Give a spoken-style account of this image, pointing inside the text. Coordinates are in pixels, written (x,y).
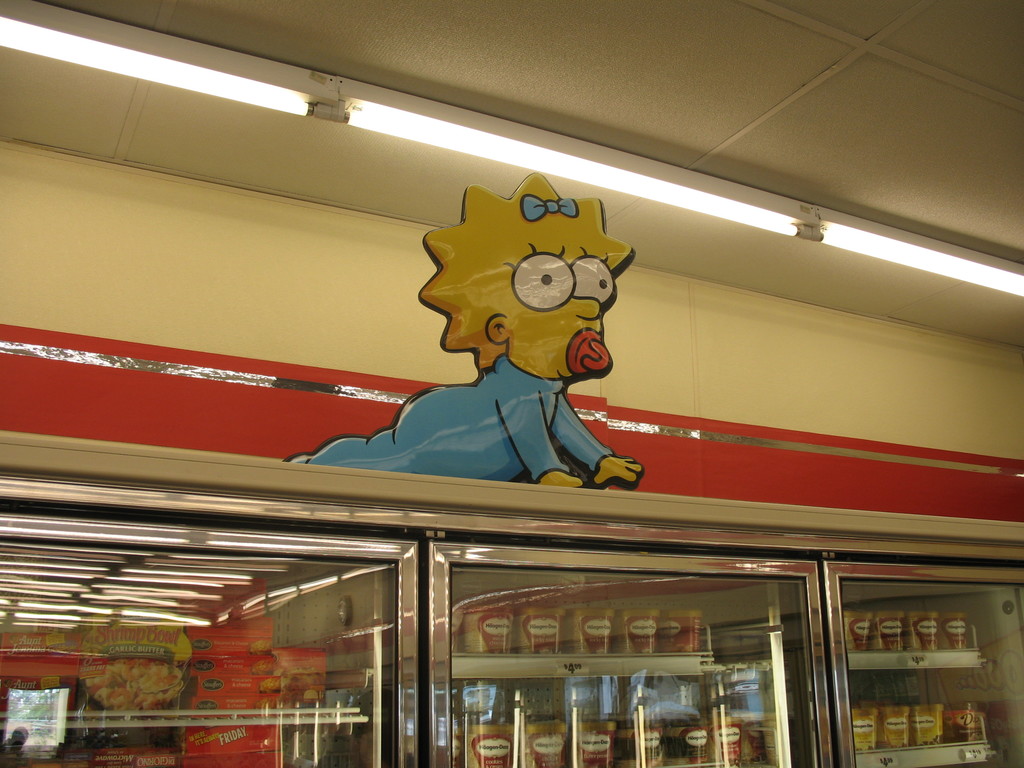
There are some food items (228,677) kept in the freezers (445,668), at the top (530,252) there is a cartoon (532,367), above that there are lights (157,80).
